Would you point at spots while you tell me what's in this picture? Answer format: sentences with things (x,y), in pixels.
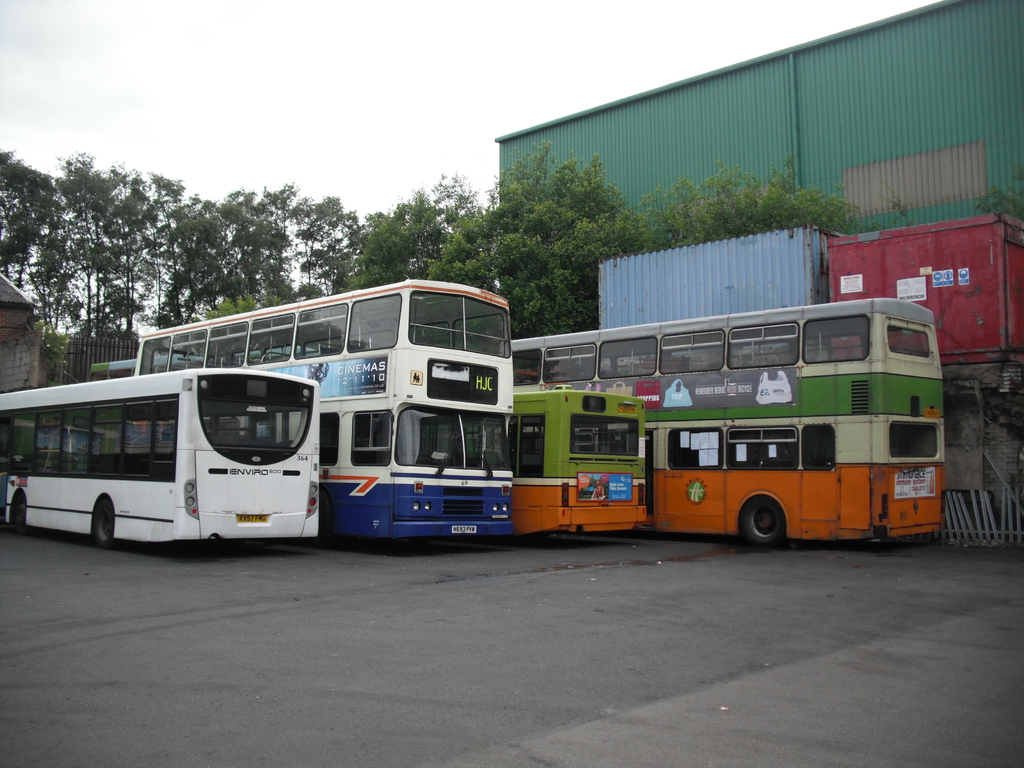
In the image there are two buses (173,436) and two double decker buses (878,473) on the floor (226,760) and behind it there are trees (543,223) and containers (982,325) in the back (609,235) and above its sky (198,81).
